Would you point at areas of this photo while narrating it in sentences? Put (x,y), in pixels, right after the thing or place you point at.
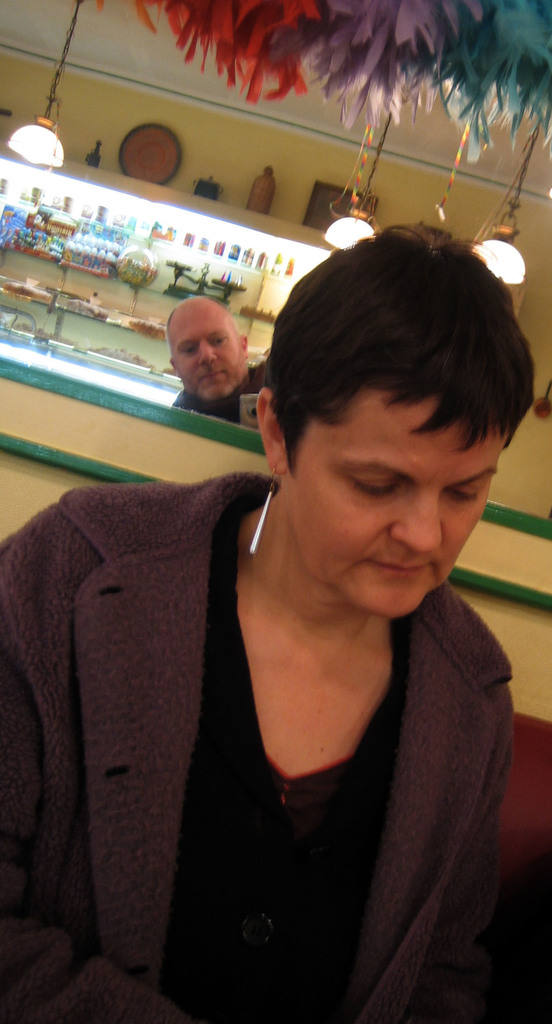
In this image, in the middle (211,551), we can see a woman (180,636). In the background (246,354), we can see a man (239,347) and a shelf (217,230) with some food items (275,264). At the top (360,235), we can see few lights (353,235). In the right corner (474,36), we can also see different colors.
